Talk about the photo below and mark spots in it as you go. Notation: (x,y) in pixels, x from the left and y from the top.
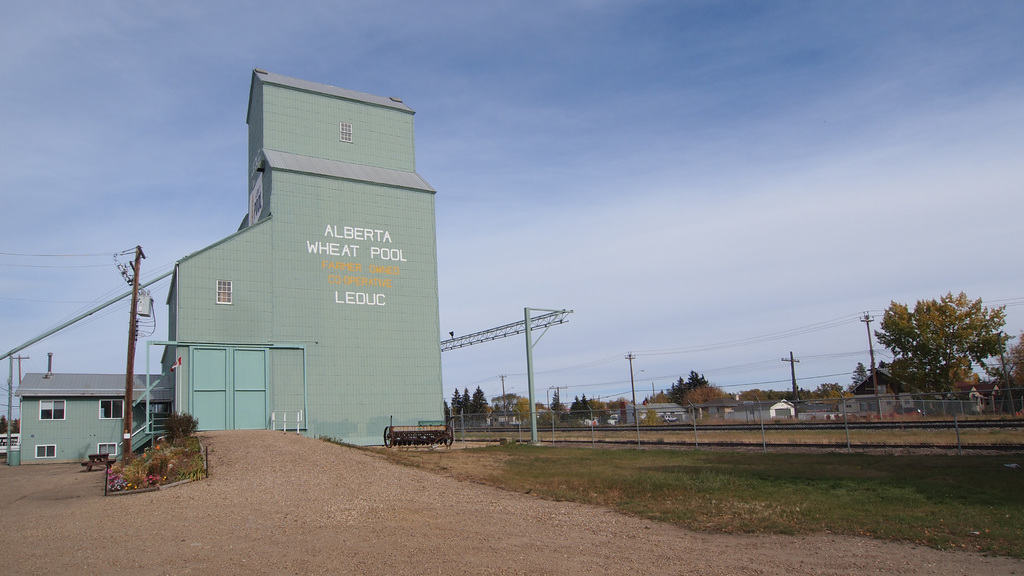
On the left side (128,395), there is a pole (128,388) having electric lines (20,254), there are plants (178,435) and grass (177,450) on the ground (291,488) and there is dry land (203,538). On the right side (958,502), there's grass (790,481) on the ground (980,507). In the background (345,149), there is a building (294,354) having roof (326,86), electric poles (793,356) which are having electric lines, there are trees (919,334) and buildings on the ground (82,507) and there are clouds (623,234) in the sky (364,66).
